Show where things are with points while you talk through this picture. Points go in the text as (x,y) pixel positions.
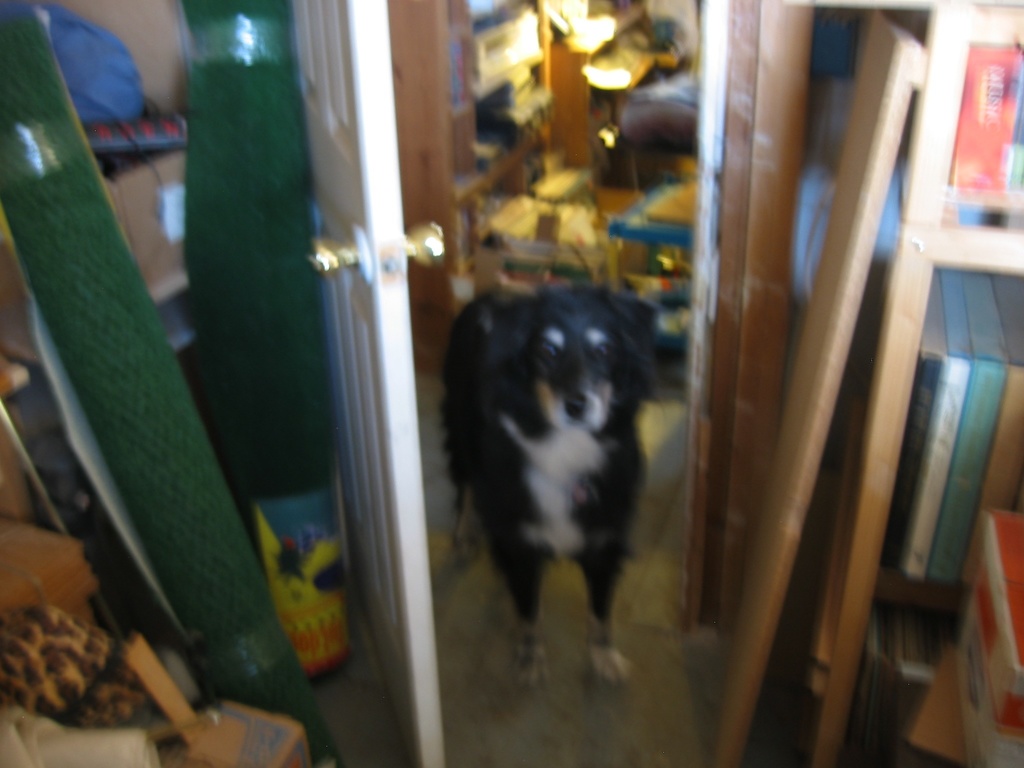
In this image we can see a dog (572,499), door (406,440). There are green color mats (211,269) to the left side of the image (166,539). There are other objects (818,338).
